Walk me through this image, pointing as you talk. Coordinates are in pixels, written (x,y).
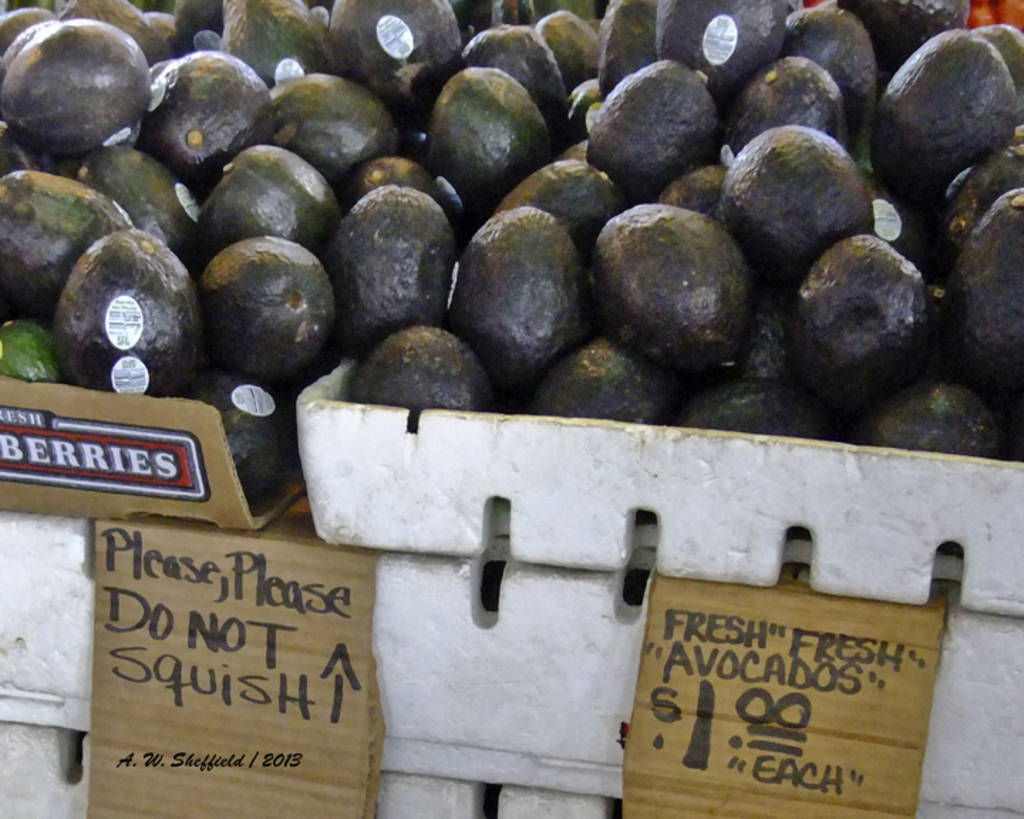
In this picture we can see avocados (374,379), boards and these boards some text (301,621) on it.
